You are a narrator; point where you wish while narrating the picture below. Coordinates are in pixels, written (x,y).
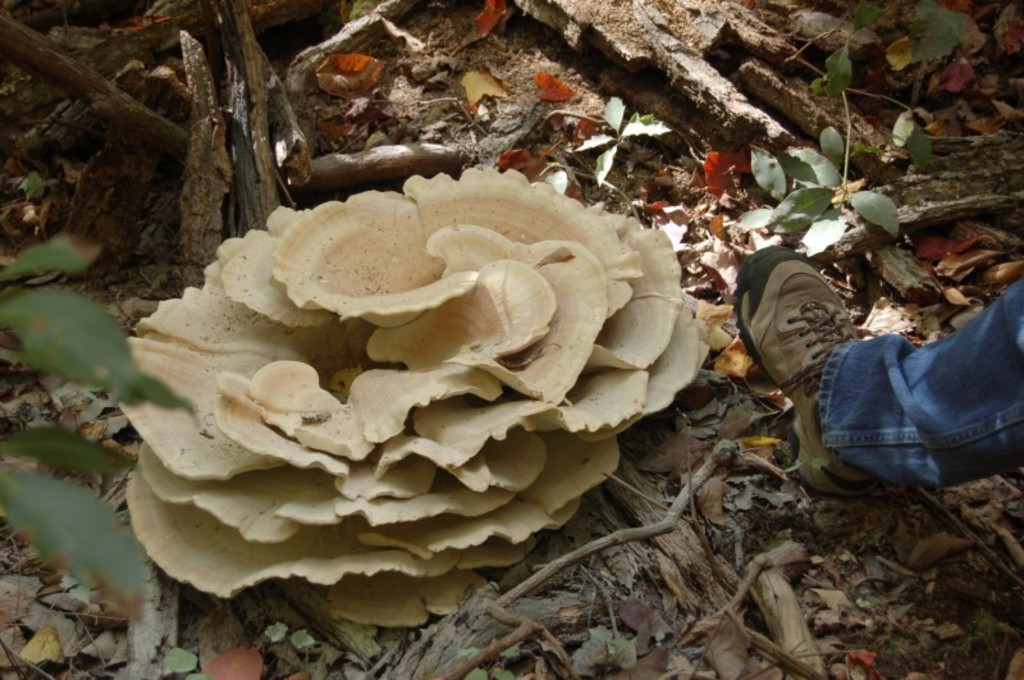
In this image in the center (601,370) there is a mushroom (489,351), and on the right side of the image (905,403) there is one person's leg (837,352) is visible and the person (808,345) is wearing a shoe (812,358). And at the bottom (827,546) there are some dry leaves (732,515), wooden sticks (723,460) and some grass (905,145).
